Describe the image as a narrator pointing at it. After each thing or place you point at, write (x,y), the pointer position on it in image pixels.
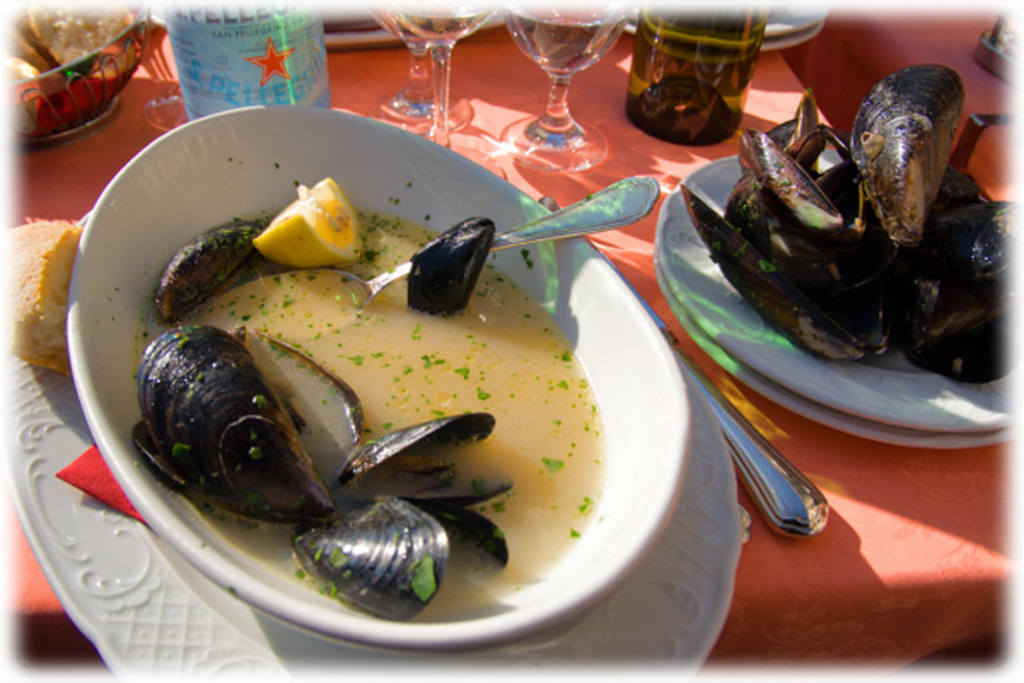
In this image there are many food items (429,247) are placed on the table (599,105). There are wine glasses (549,141) on the table (755,416) and other utensils (89,84).
